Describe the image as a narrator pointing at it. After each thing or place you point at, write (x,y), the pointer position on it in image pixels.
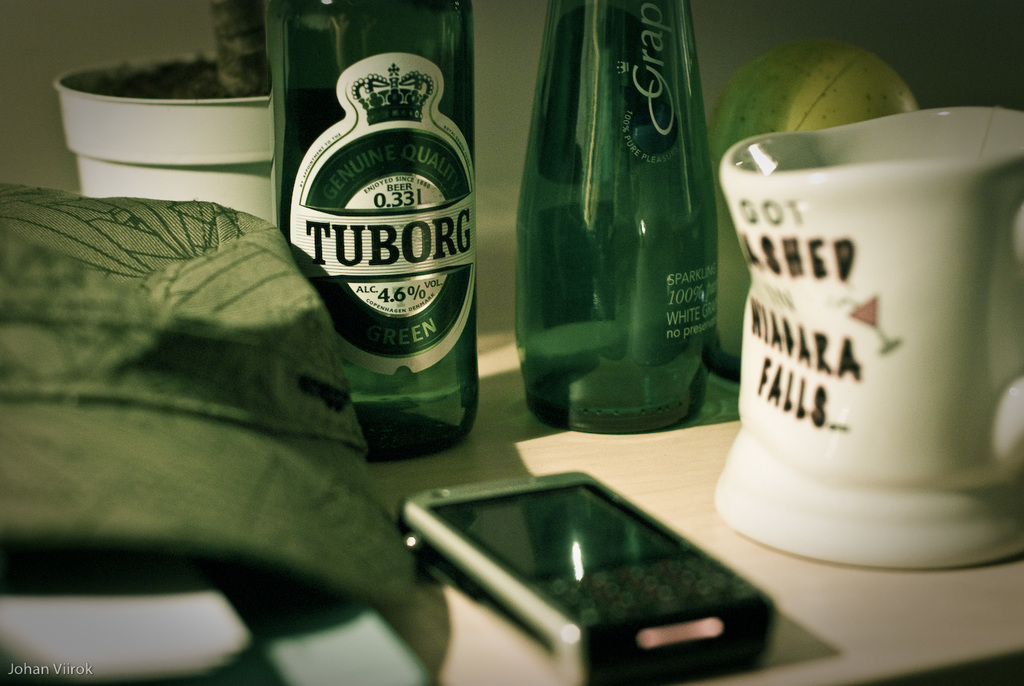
As we can see in the image there is a table (611,443). On table (592,444) there is a mobile phone (560,502), cloth (235,415), pot (142,130), bottles (329,128) and a cup (878,254).
